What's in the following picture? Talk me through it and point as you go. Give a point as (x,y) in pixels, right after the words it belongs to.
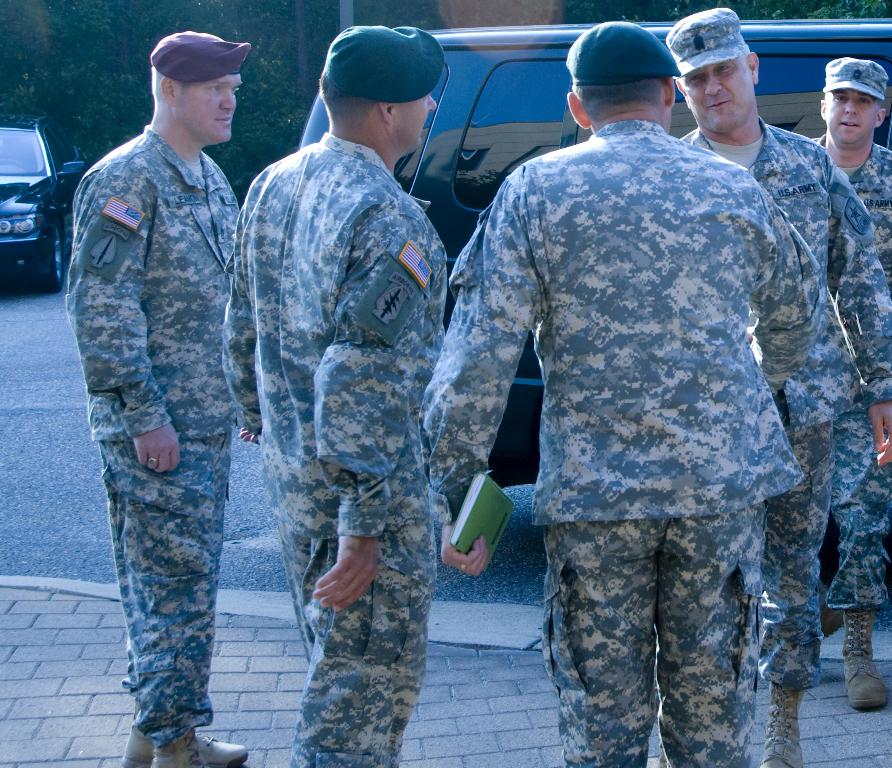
In this picture we can see some people (564,344) standing here, they wore caps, we can see a car (43,210) on the left side (51,220), in the background (269,11) we can see trees (250,12), there is a book (484,507) here.
